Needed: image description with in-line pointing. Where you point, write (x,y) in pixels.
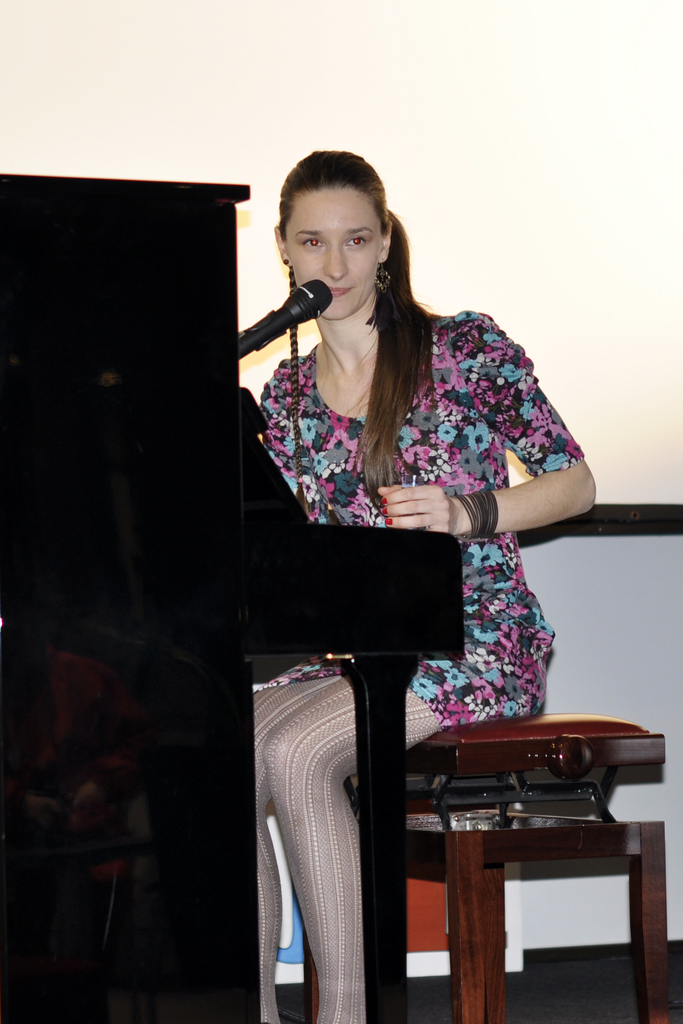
In this picture we can see a woman (331,274) who is sitting on the chair (637,842). And this is the mike (293,315).
